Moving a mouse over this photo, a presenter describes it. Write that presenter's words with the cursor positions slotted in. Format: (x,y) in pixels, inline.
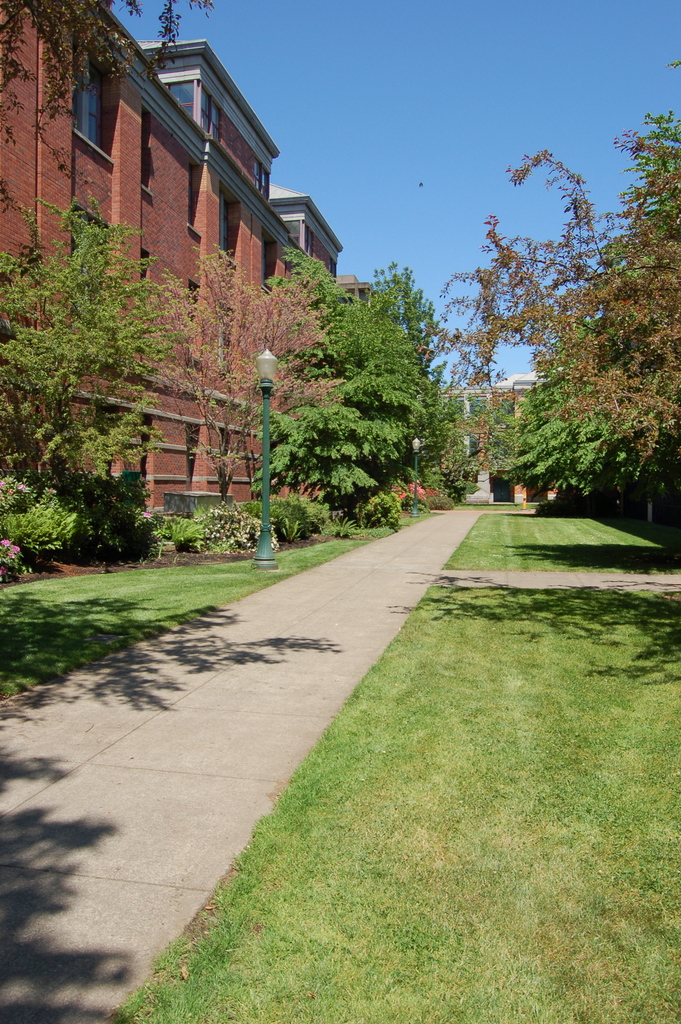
In this picture there is a way (266,719) and there is greenery ground (420,829) and few trees (403,420) on either sides of it and there is a light (271,371) attached to a pole (266,430) and a building (20,198) in the left corner (210,221) and there is another building (519,385) in the background (511,380).
